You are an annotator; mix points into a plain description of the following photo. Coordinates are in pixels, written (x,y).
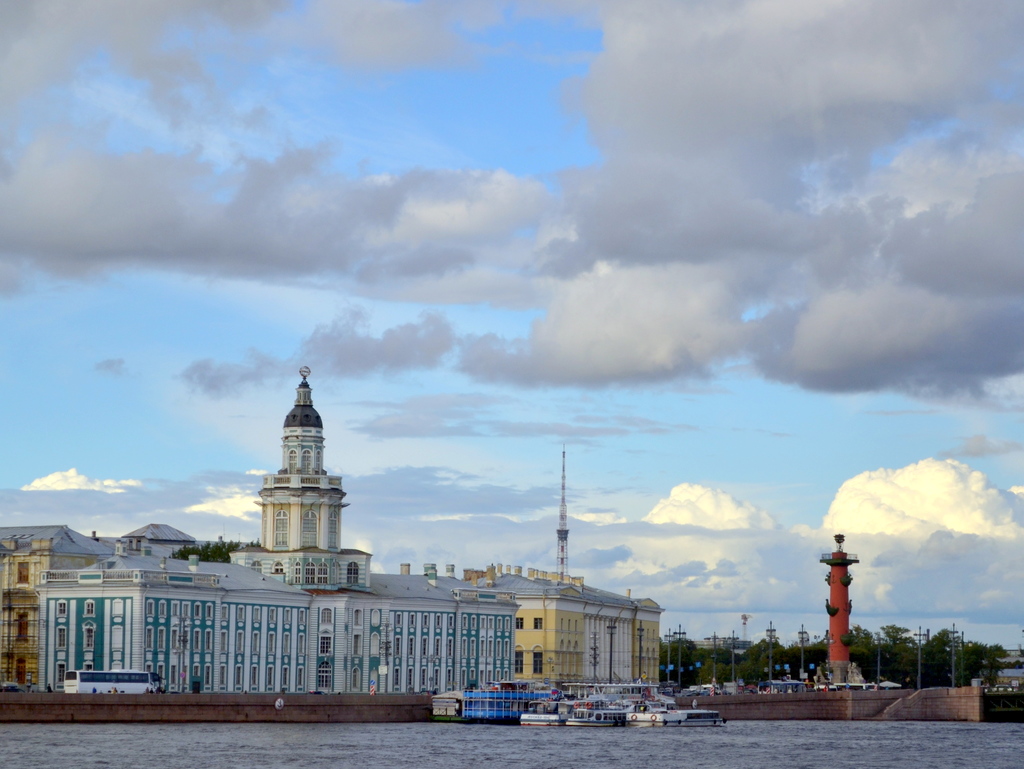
In this picture we can see a building (248,636) here, at the bottom (524,763) there is water (563,761), we can see some boats (609,699) here, there is a tower (832,616) here, in the background (676,643) there are some trees (906,638), we can see the sky (558,346) at the top of the picture (575,248).
